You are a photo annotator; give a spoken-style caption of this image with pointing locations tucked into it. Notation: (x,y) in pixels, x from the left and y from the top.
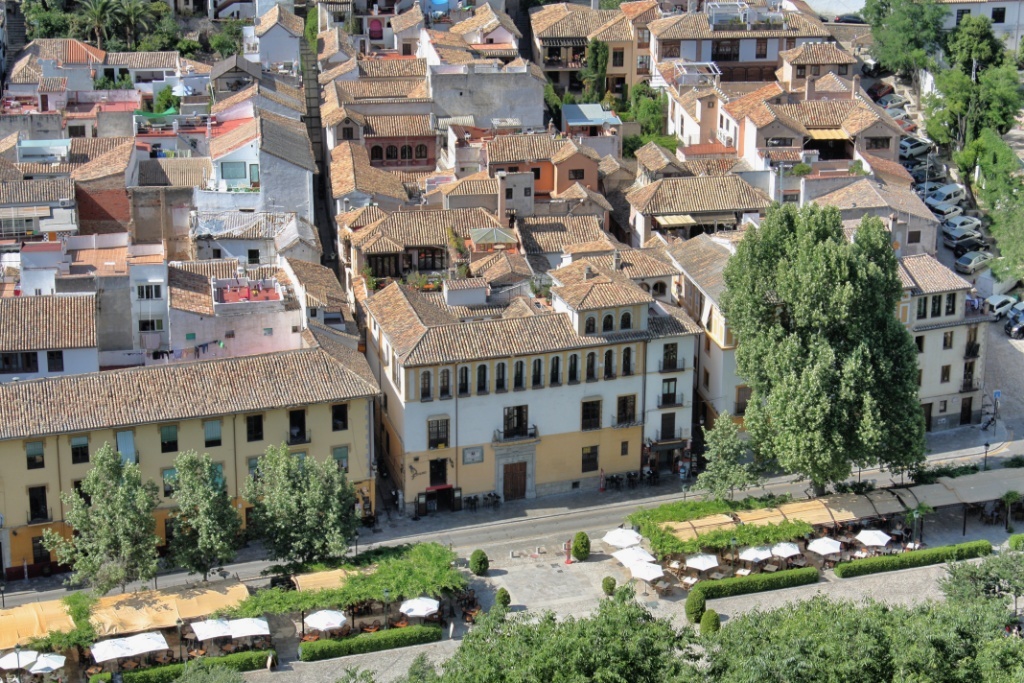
There are trees (942,618) near a road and garden (969,553) in which, there are umbrellas (26,656) and roofs (206,595) arranged and there are trees (93,556). In the background (1002,378), there is a road (989,377), on which there are vehicles (904,147) parked, there are buildings (95,299) which are having glass windows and roofs (690,273) and there are trees (881,12).
